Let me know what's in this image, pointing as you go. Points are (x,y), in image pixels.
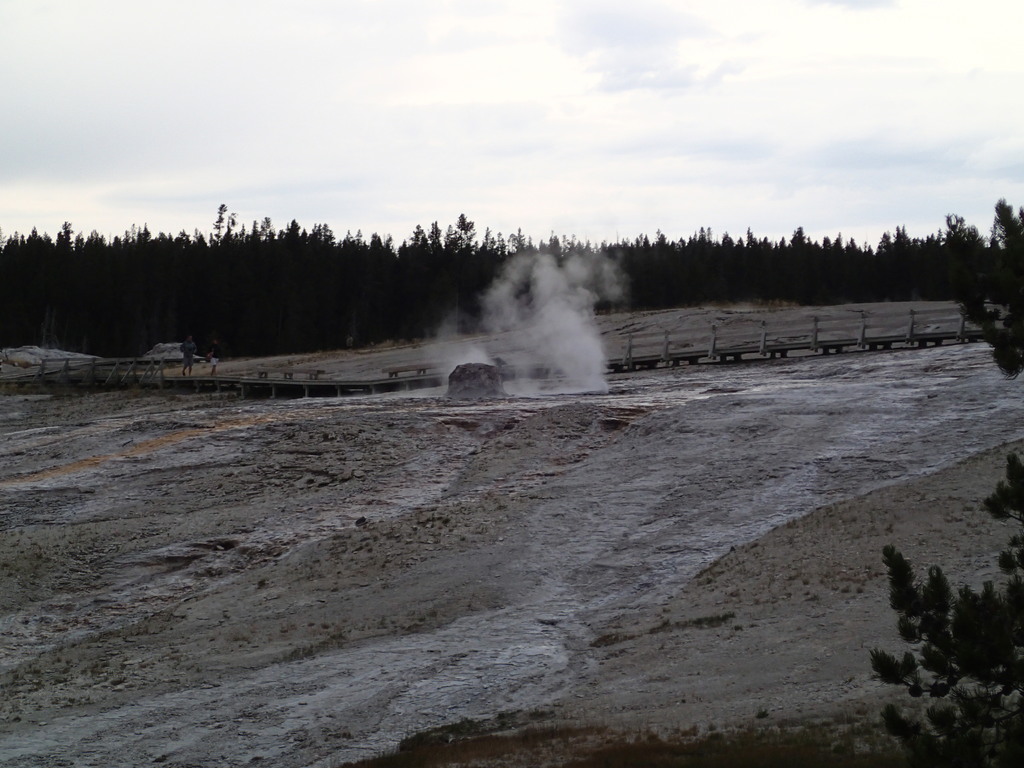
This is a color image and here we can see trees (187,278), some people (219,356) on the bridge (735,353) and there is steam (573,296). At the top (681,199), there is sky (438,133) and at the bottom (392,573), there is water (562,597) and sand (708,588).
